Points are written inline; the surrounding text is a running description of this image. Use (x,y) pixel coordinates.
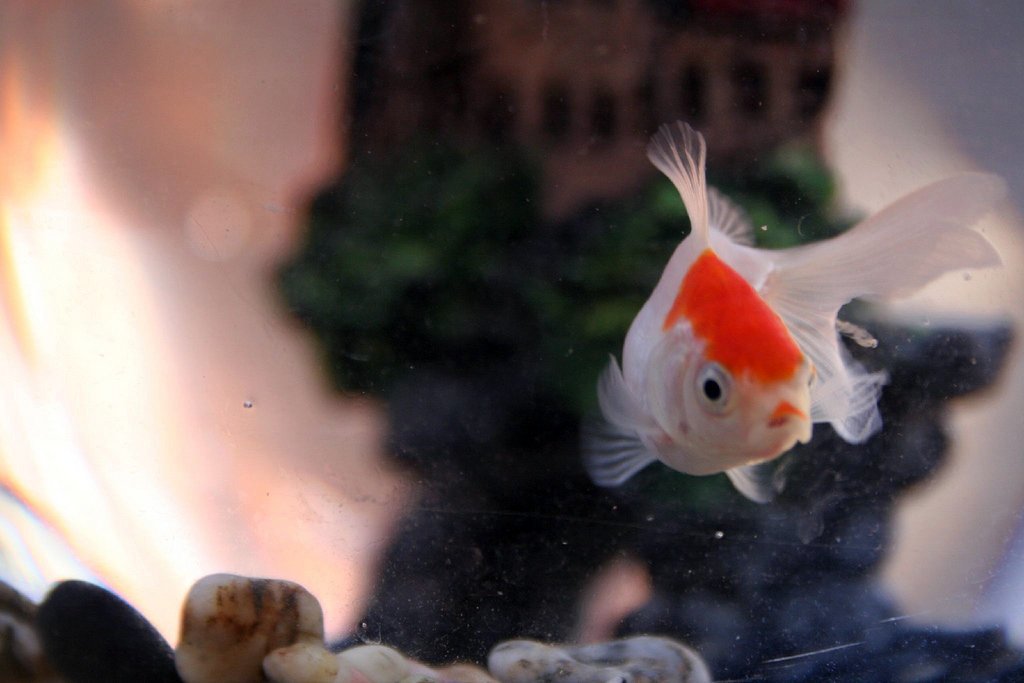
In this picture we can see a fish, some stones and some objects (420,497) in the water (210,371).
